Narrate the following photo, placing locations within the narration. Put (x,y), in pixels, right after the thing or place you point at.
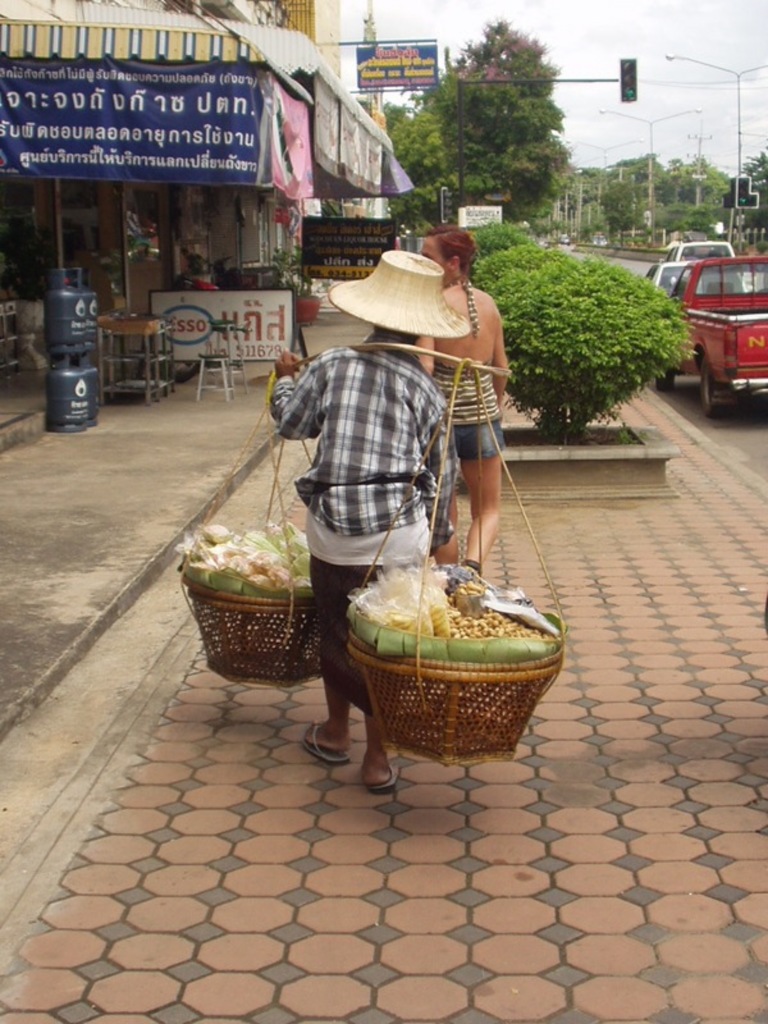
In this image we can see two persons (413,475), among them, one person (366,511) is holding a balance carrier (361,618), there are some buildings (133,222), trees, chairs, plants (301,278), cylinders (70,425), poles (748,71), lights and boards (312,253) with some text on it, also we can see the sky (579,99).
